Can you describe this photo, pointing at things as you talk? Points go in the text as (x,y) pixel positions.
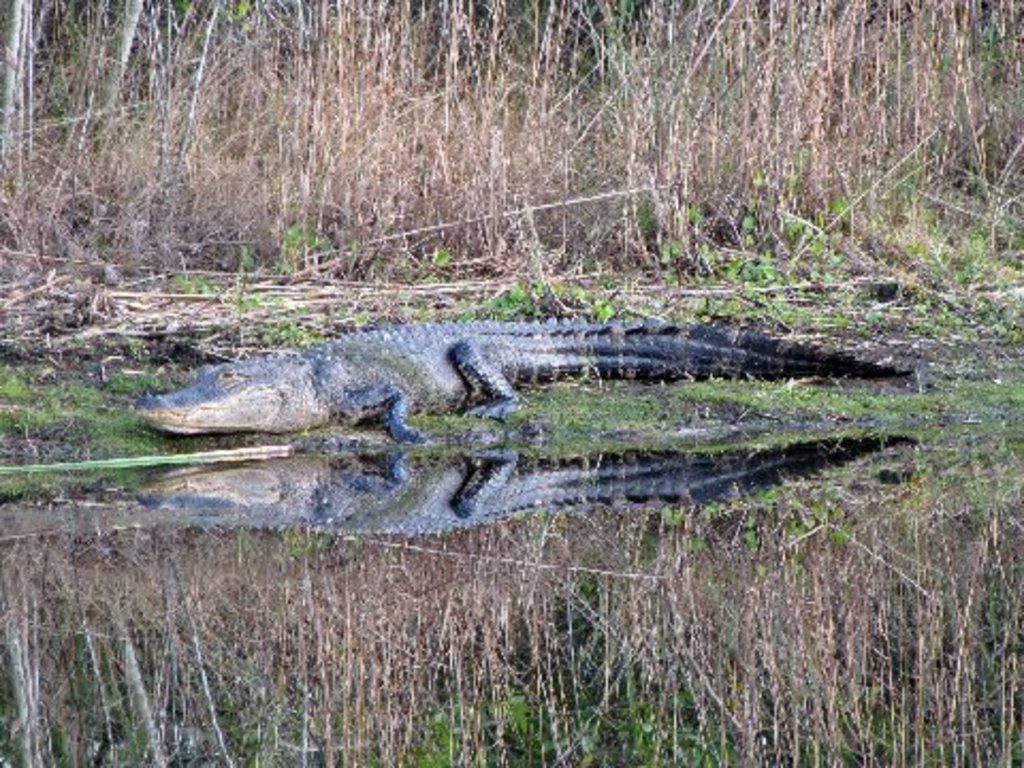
In this image in the center (452,358) there is a crocodile (593,324) and a small pond (630,468), in the background (612,163) there are some plants (957,215) and some dry grass (456,222).
